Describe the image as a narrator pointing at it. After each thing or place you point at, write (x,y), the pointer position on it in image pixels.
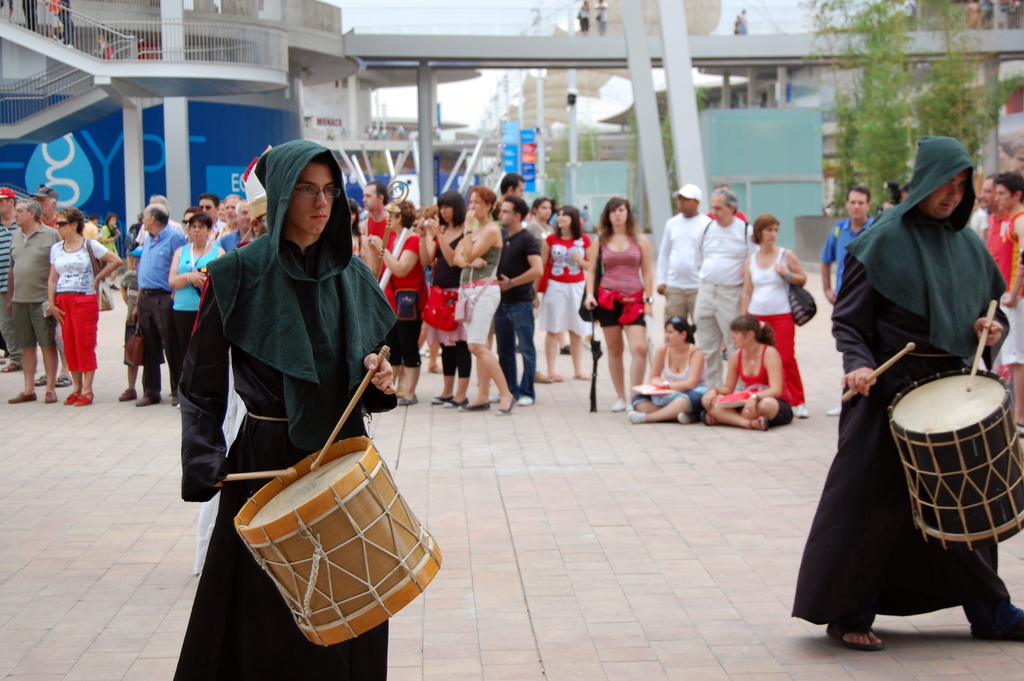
A place where there are group of people (765,288) standing and some people (684,400) sitting on the floor (658,328) and two guys (907,533) are playing a musical instrument (1017,441) wearing the same dress (287,323).
